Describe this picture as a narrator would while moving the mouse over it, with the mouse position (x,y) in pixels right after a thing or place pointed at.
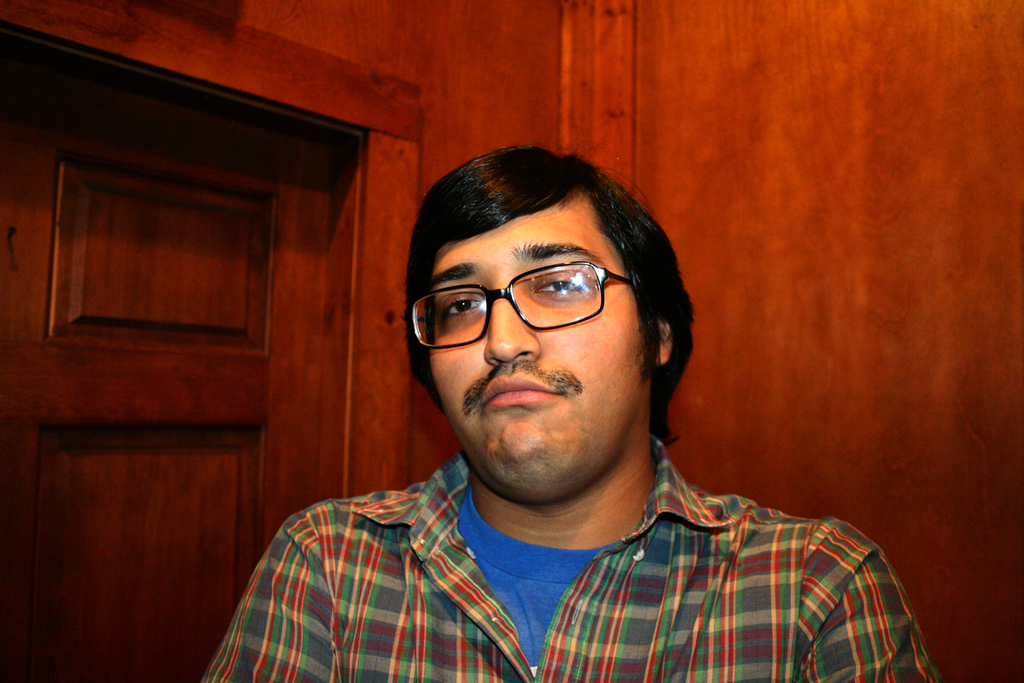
In this picture we can see a person (552,646) wearing a spectacle (473,329). It seems like a door (279,379) is visible on the left side (87,110). We can see a wooden background (851,125).
